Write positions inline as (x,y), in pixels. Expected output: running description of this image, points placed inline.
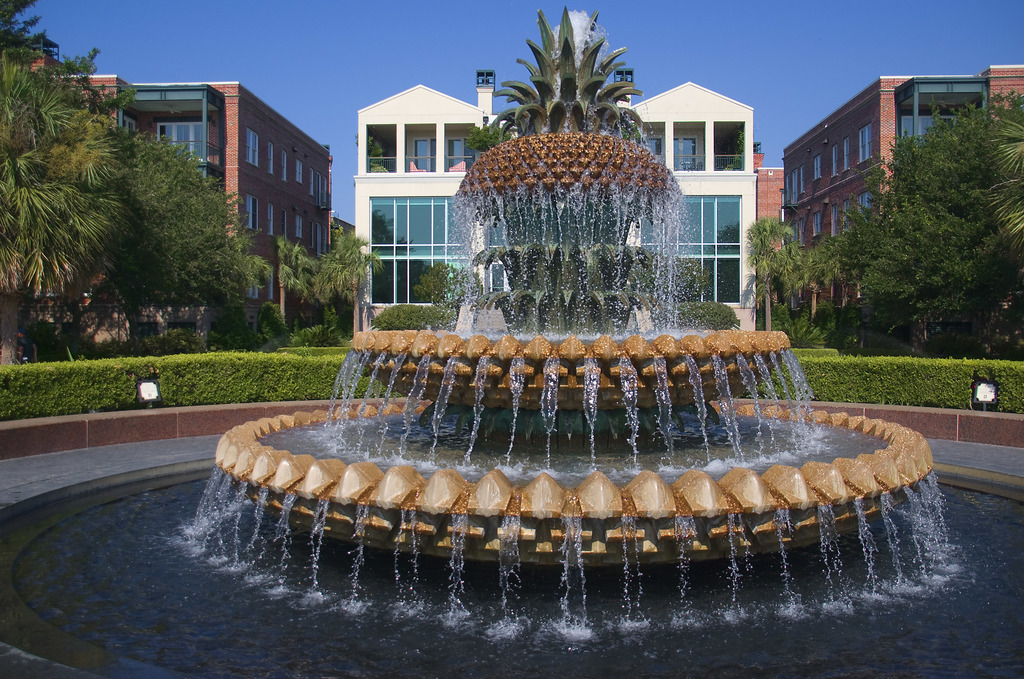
In the middle of the image (663,289) there is a fountain (564,303). Behind the fountain (581,361) there are bushes (948,378), trees (167,210) and buildings (701,129) with walls (692,105), glass doors (728,229) and windows (795,183). At the top of the image (783,134) there is a sky (416,30).
